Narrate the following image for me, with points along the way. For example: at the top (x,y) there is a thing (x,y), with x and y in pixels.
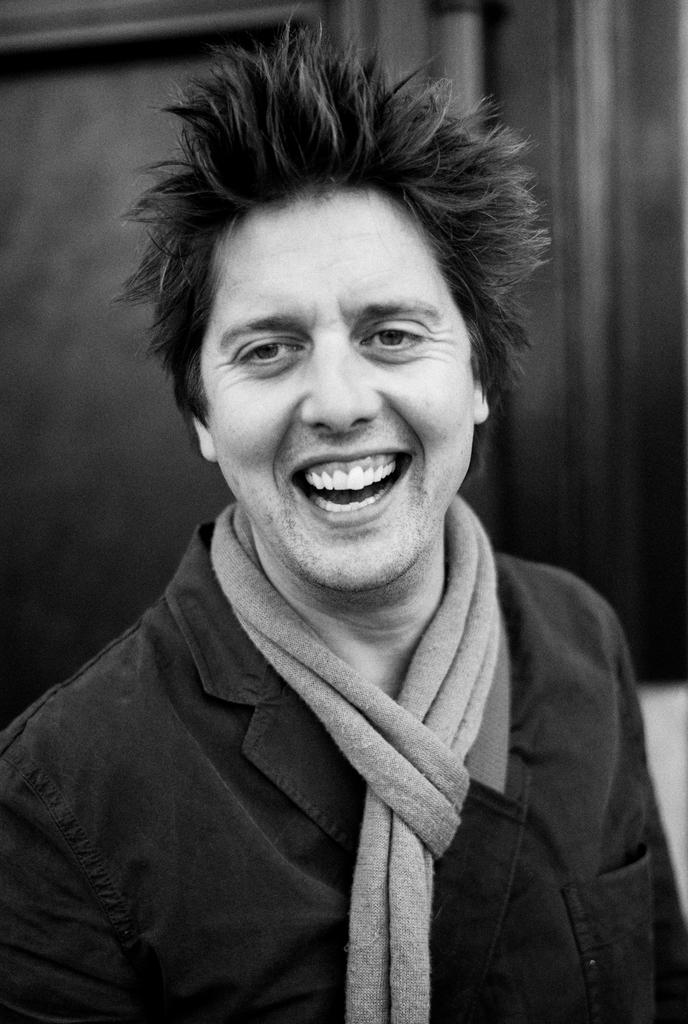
This is a black and white image. In the center of the image (267,396) we can see a person (497,607) is standing and smiling and wearing a dress (174,931), scarf (440,854). In the background (335,39), the image is not clear.
